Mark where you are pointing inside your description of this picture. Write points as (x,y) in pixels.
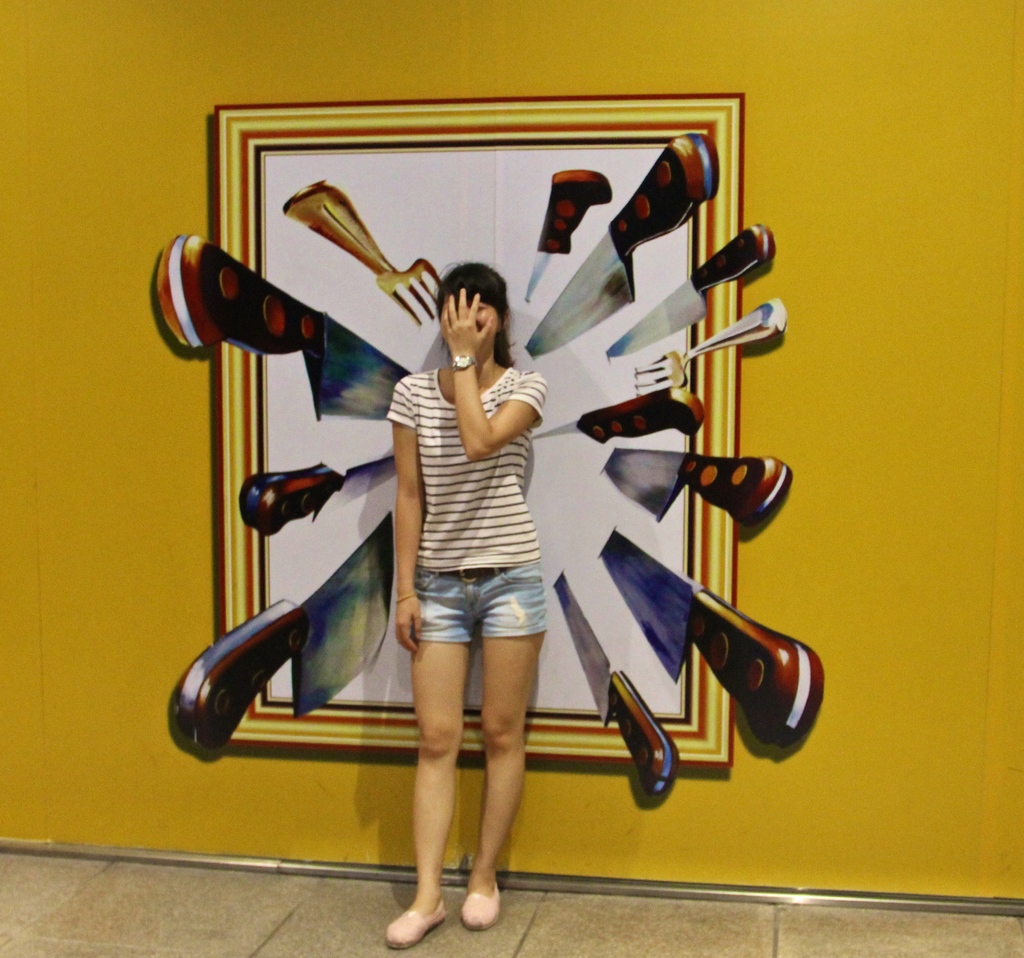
In this image we can see a woman (445,323) standing on the floor (371,907) and in the background (663,872) there is a wall (211,552) with a painting (258,351) of photo frame (549,122), knives (738,236) and forks (384,259).
